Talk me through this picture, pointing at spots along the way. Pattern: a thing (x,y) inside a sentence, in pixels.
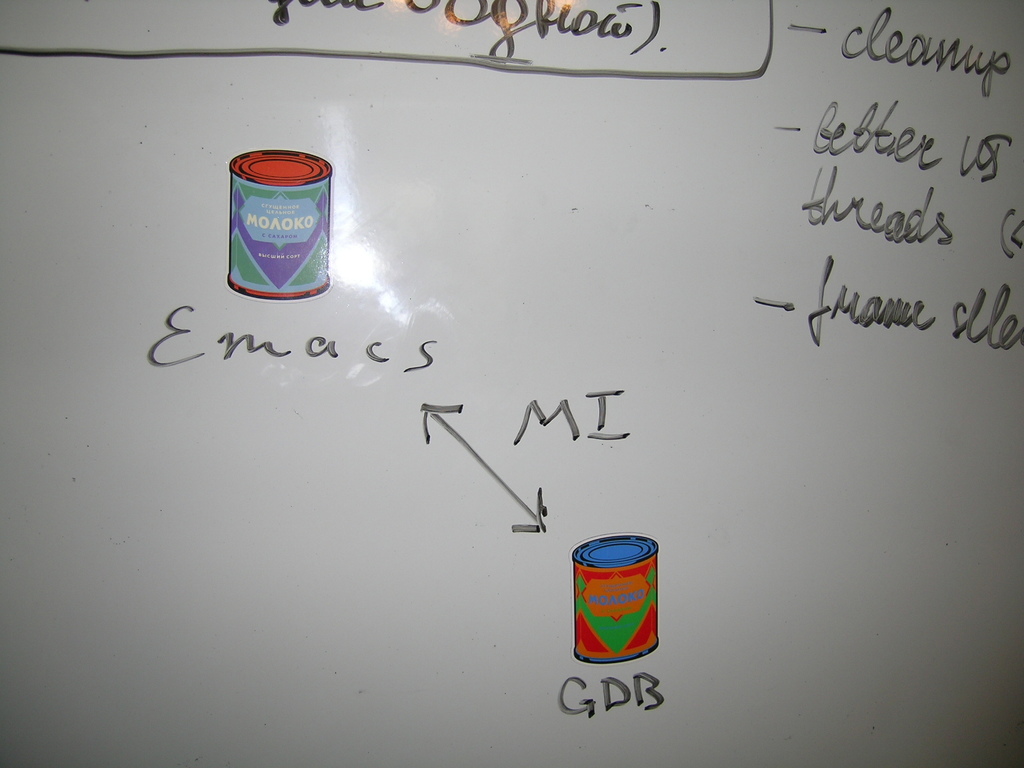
In this image I can see a white colour board (298,395) and on it I can see something is written. I can also see depiction of two cans (237,166) where one is on the left side (305,178) and one is on the bottom side of this image (582,649).
